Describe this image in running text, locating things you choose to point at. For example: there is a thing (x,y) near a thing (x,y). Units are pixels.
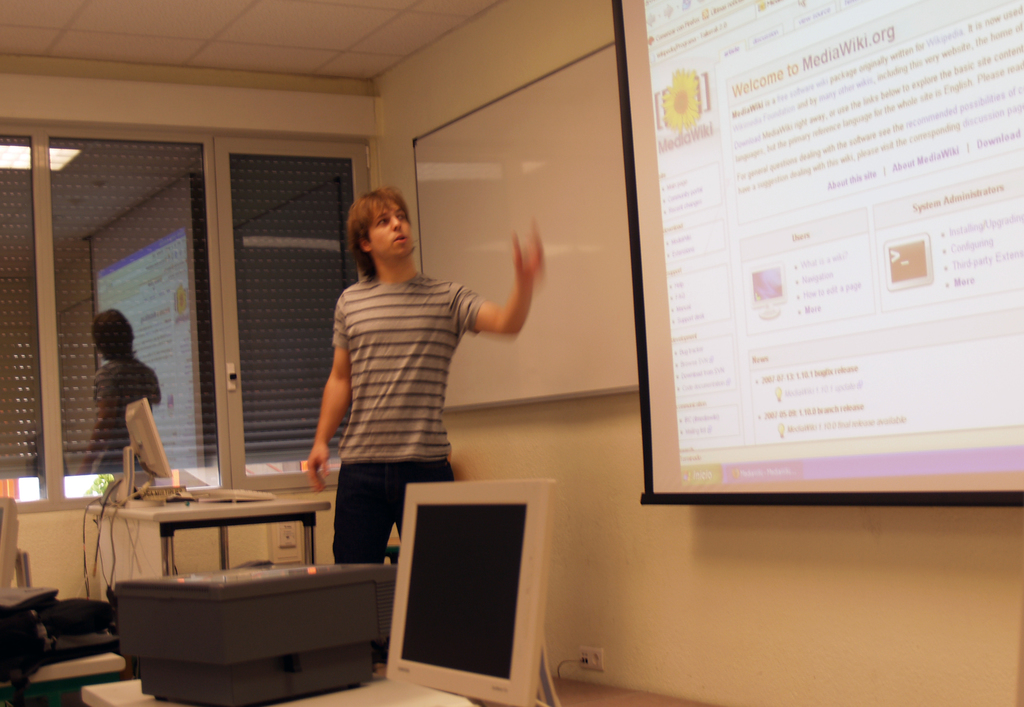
This image is taken inside a room (208,297). In the right side of the image (875,0) there is a projector screen (740,171) with text (879,144) on a wall (842,539). In the middle of the image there is a table (298,499) and on top of that there is a monitor (420,603). In the left side of the image (59,643) there is a table (93,669) and a backpack (52,624) on it and a man (411,420) is standing on the floor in the middle of the image (418,377). At the top of the image (347,73) there is a ceiling (246,36). In the background (330,116) there is a wall (468,104) with glass doors (138,302) and windows (68,434).
